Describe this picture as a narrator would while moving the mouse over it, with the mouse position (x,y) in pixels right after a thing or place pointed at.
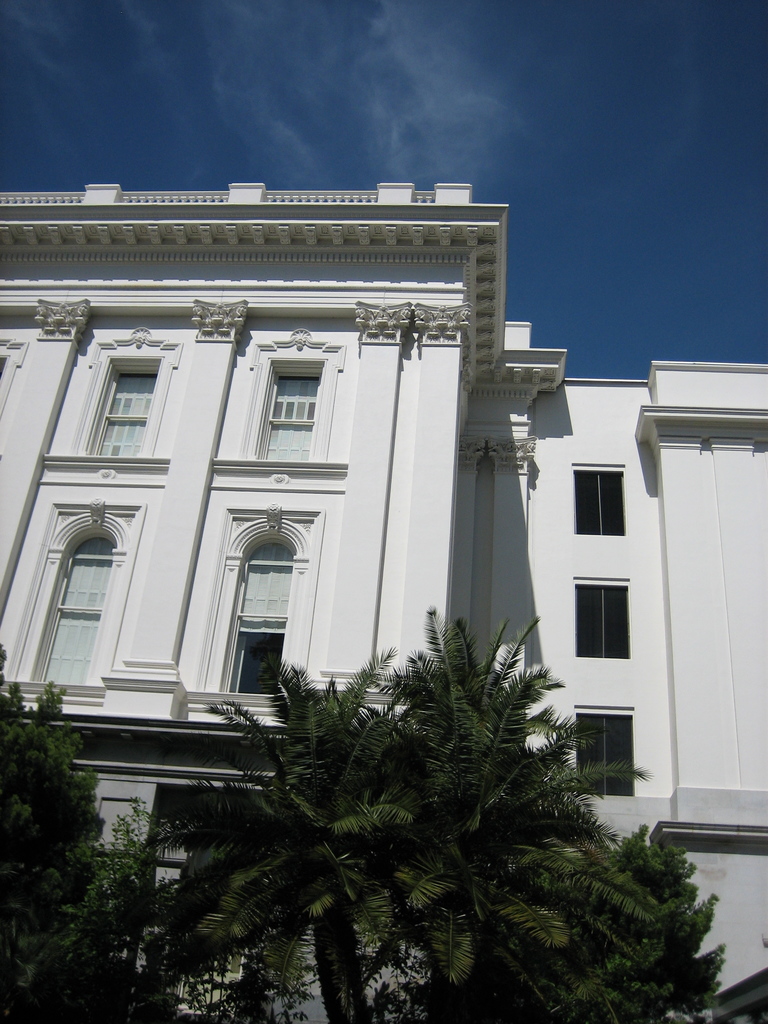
In this image there are some trees (366,862) in the bottom of this image (347,811) and there is a building (357,612) in the background (424,602). There is a sky (409,72) on the top of this image (460,134).
